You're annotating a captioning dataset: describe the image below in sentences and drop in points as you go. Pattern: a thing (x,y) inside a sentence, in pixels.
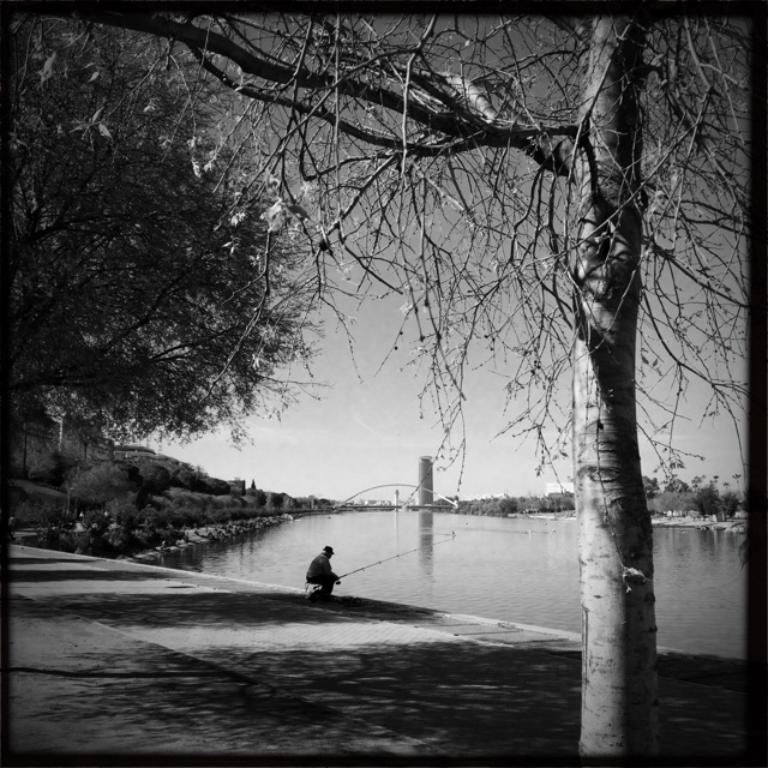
Black and white picture. In this picture we can see a person (311,564), trees (452,89), water (370,556) and sky (403,398). Far there is a bridge (427,508) and tower (427,495).
